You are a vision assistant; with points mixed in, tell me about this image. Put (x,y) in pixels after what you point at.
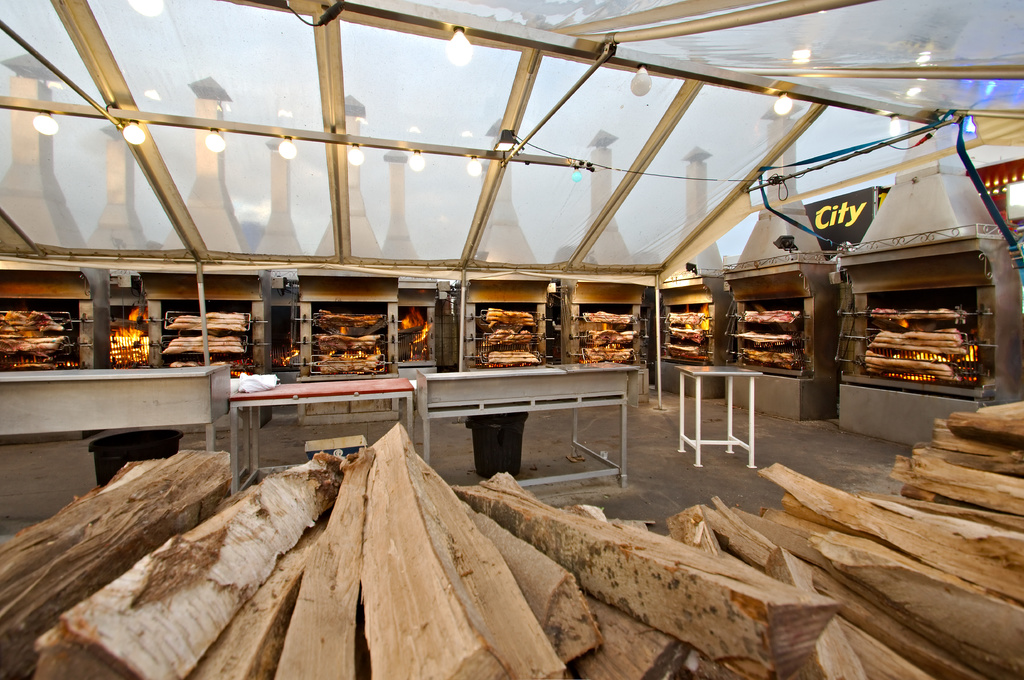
This image consists of wooden pieces (412,548). In the middle (538,370), there are tables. In the background (765,335), we can see many furnaces (573,299). In which, there is fire (936,354). At the top (360,97), there is a roof (441,68) along with lamps (454,46).
